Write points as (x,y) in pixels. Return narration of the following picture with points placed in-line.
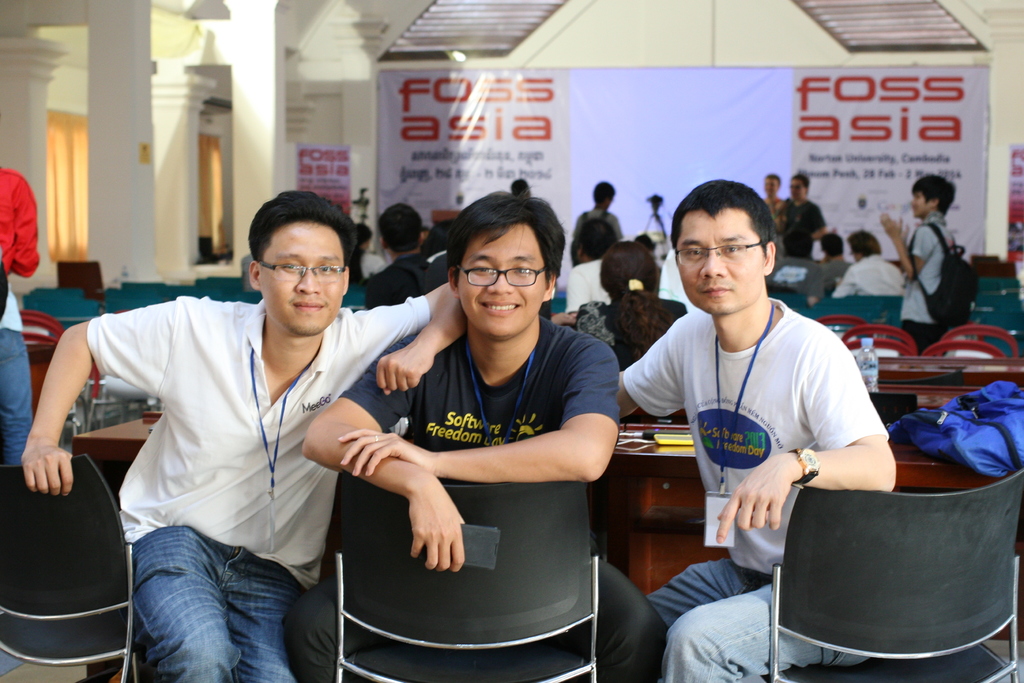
In this image, we can see few peoples (535,454) are sat on the black color chair (542,518). We can see wooden tables (927,468) in the middle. So many items (907,401) are placed on it. At the back side (807,201), we can see few peoples (947,200) are standing. Near the screen (681,153), we can see banners (839,140). And white color pillars (188,163) on the left side (291,157) and white color wall (632,52). The left side (63,221), we can see cream color curtains (64,204).
